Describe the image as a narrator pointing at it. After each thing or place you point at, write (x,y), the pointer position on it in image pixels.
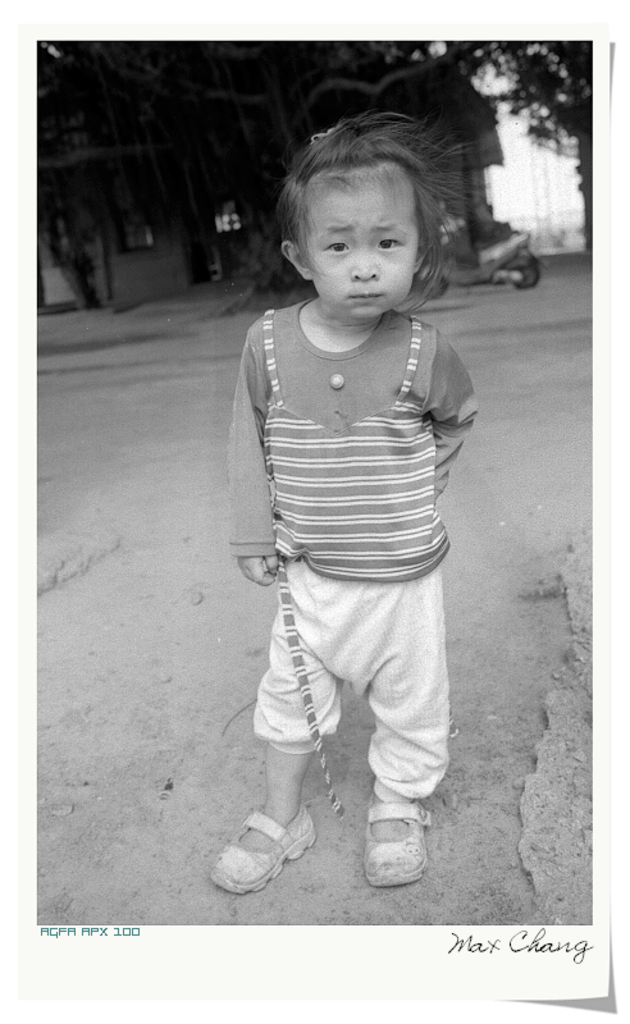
In the picture I can see a boy (378,534) is standing on the ground (342,756). In the background (463,171) I can see a vehicle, trees (470,132) and some other things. This picture is black and white in color. I can also see there is something written on the image.
